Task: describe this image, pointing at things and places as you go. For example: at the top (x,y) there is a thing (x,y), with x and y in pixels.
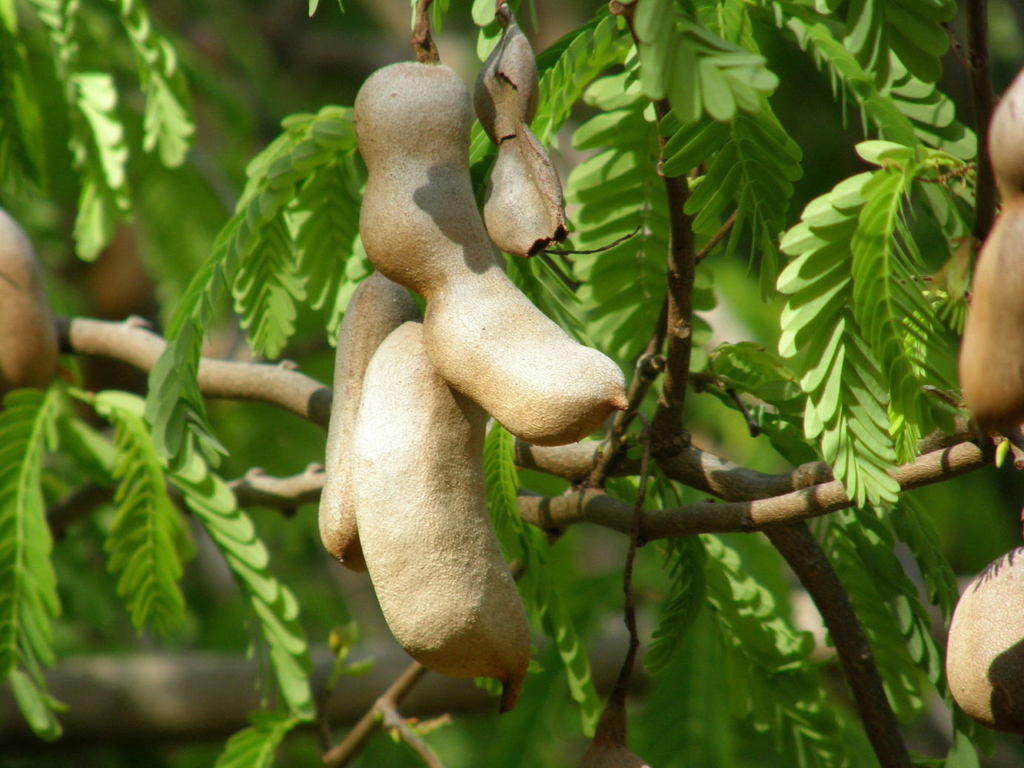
In this image we can see the tamarind tree (485,178) with tamarinds (4,294) and the background (151,657) is blurred.
